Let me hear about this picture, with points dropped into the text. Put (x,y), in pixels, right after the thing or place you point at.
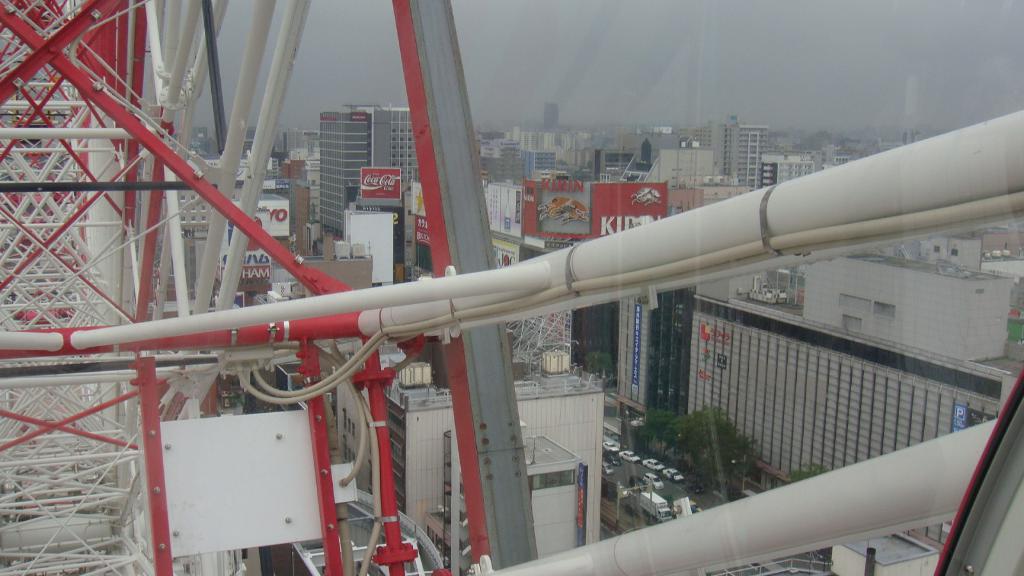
In this image I see number of rods (255,28) in front (190,31) which are red and white in color. In the background (345,214) I see number of buildings (552,246), vehicles (637,455) and I see few trees (710,451) and I see the sky (365,66).
